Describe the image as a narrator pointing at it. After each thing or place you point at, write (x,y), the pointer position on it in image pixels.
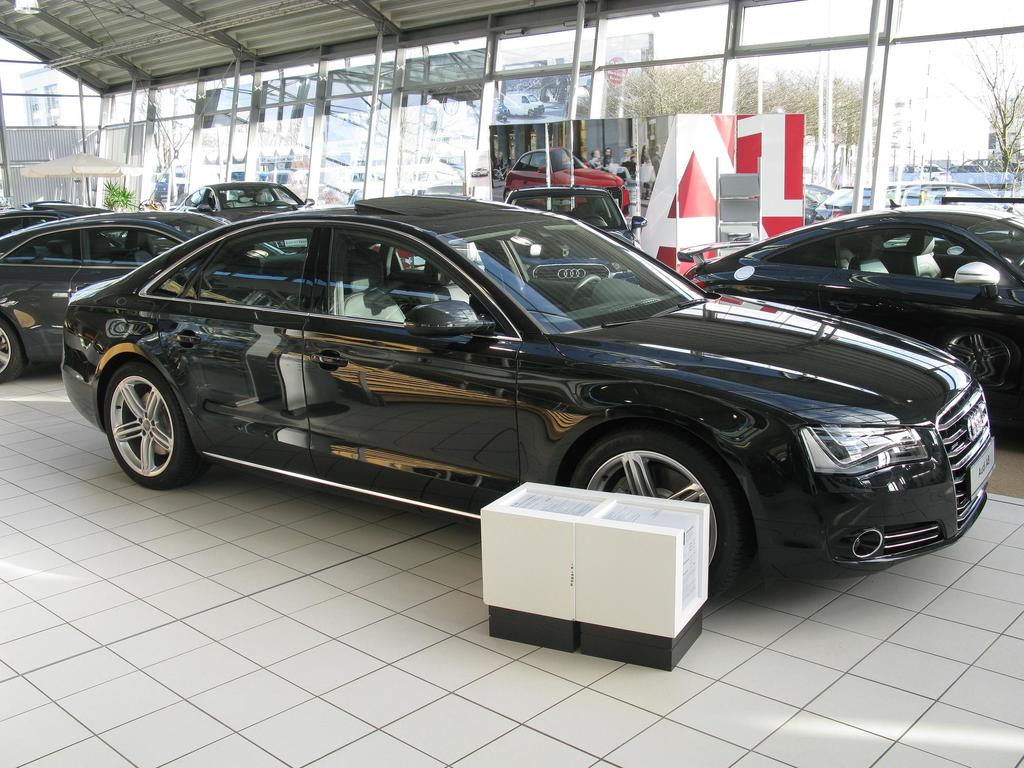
In this picture I can see the floor (229,626) in front (107,500) and I see the cars (306,212) in the middle of this picture (533,274) and in the background (210,179) I see the glasses (474,128) and through the glasses (792,83) I see the trees (855,101) and few more cars (823,198) and I see a white and black color thing (579,558) in front (610,589).
